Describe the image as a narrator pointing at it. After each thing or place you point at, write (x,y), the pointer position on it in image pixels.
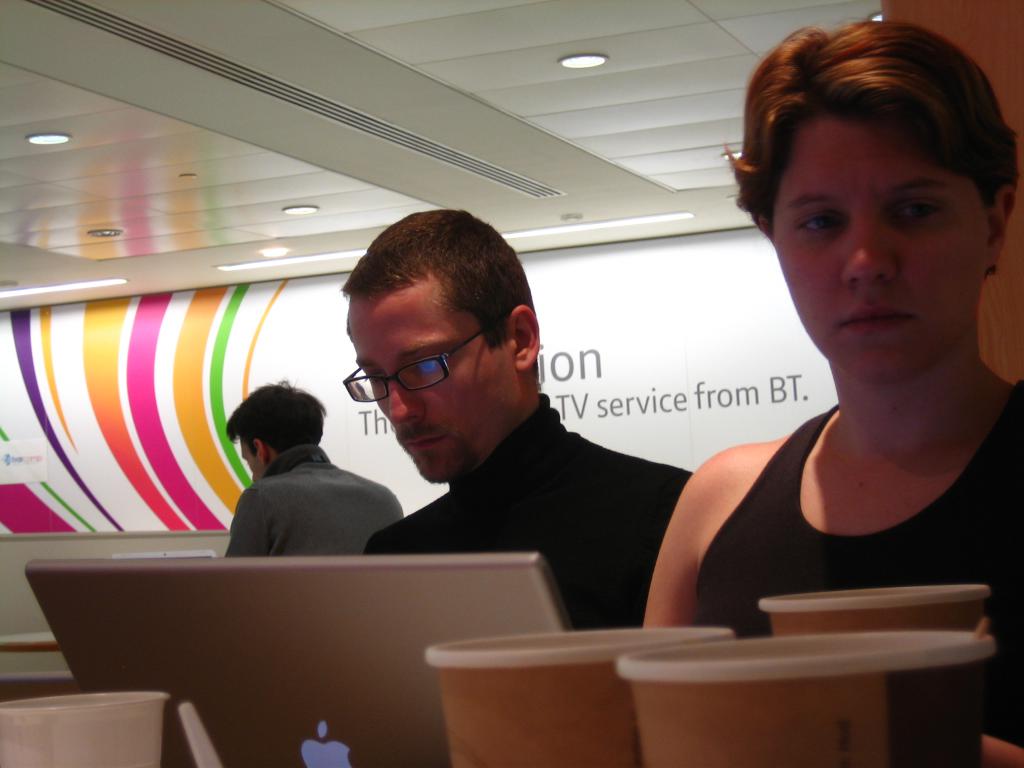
In this picture we can see there are three people (467,406) and in front of the people (555,489) there is a laptop (352,616) and cups (607,738). Behind the people (579,494) there is a board (605,326) and at the top (30,142) there are ceiling lights (43,142).
